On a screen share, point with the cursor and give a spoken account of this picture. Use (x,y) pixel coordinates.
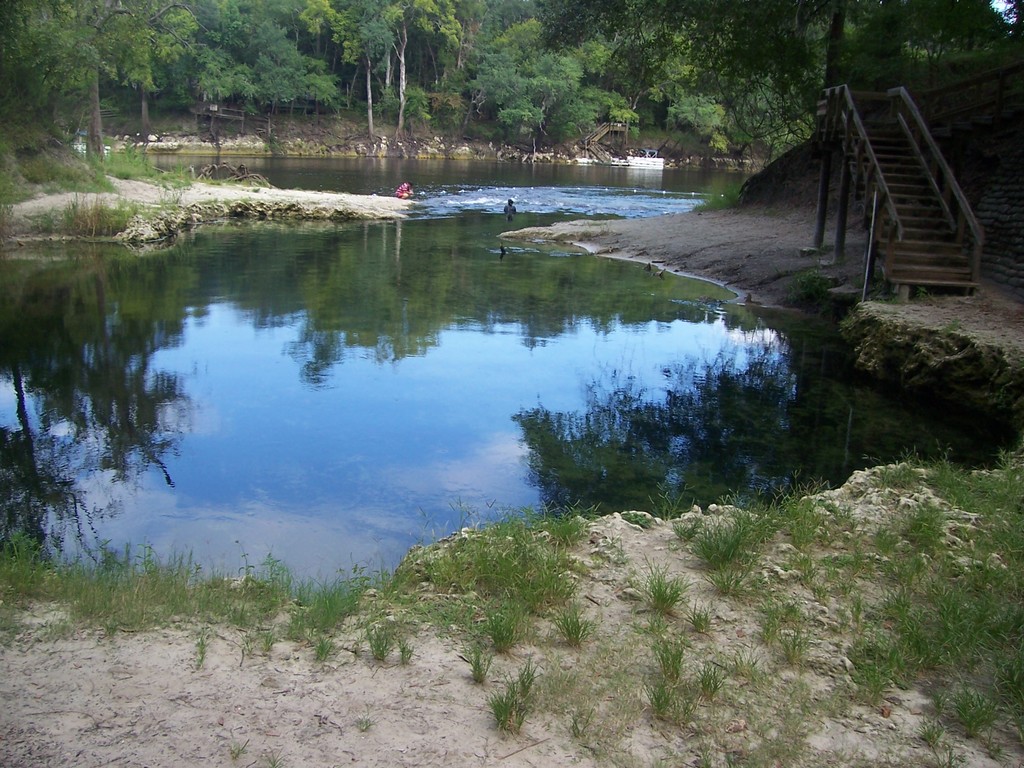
In this image in front there is water (430,177). There are people (397,189). On the right side of the image (979,260) there are stairs (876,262). In the background of the image (722,102) there are trees (597,67).
